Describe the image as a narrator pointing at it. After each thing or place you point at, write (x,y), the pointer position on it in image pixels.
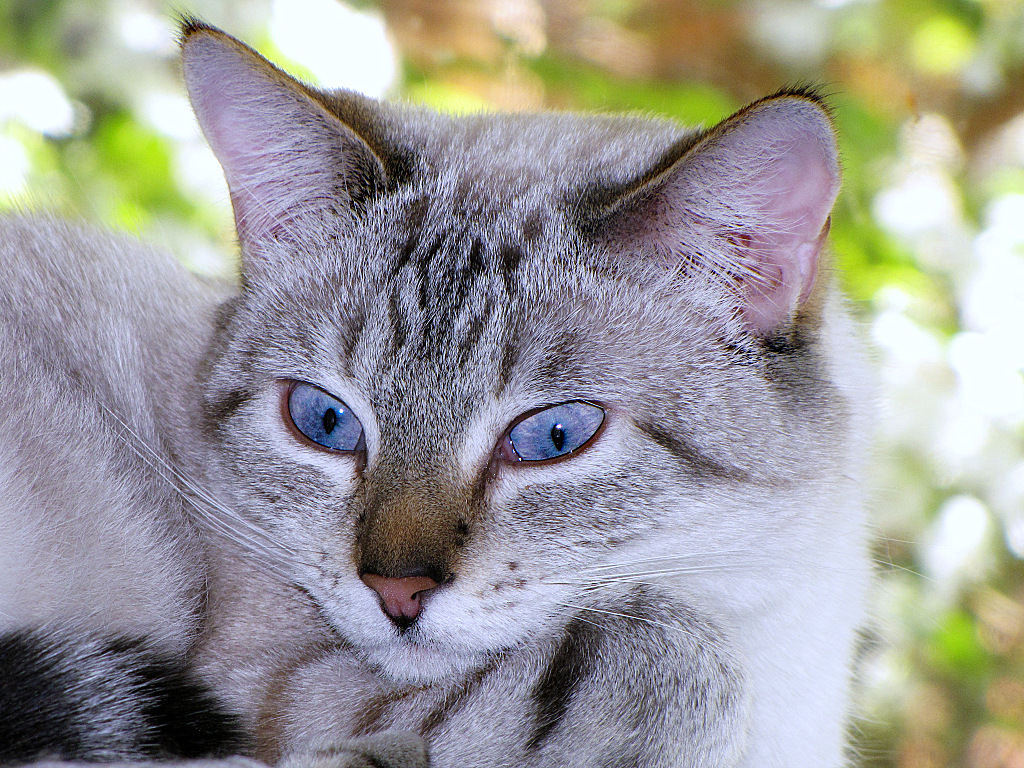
In the center of the image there is a cat (317,655). The background of the image (13,13) is blurry.
